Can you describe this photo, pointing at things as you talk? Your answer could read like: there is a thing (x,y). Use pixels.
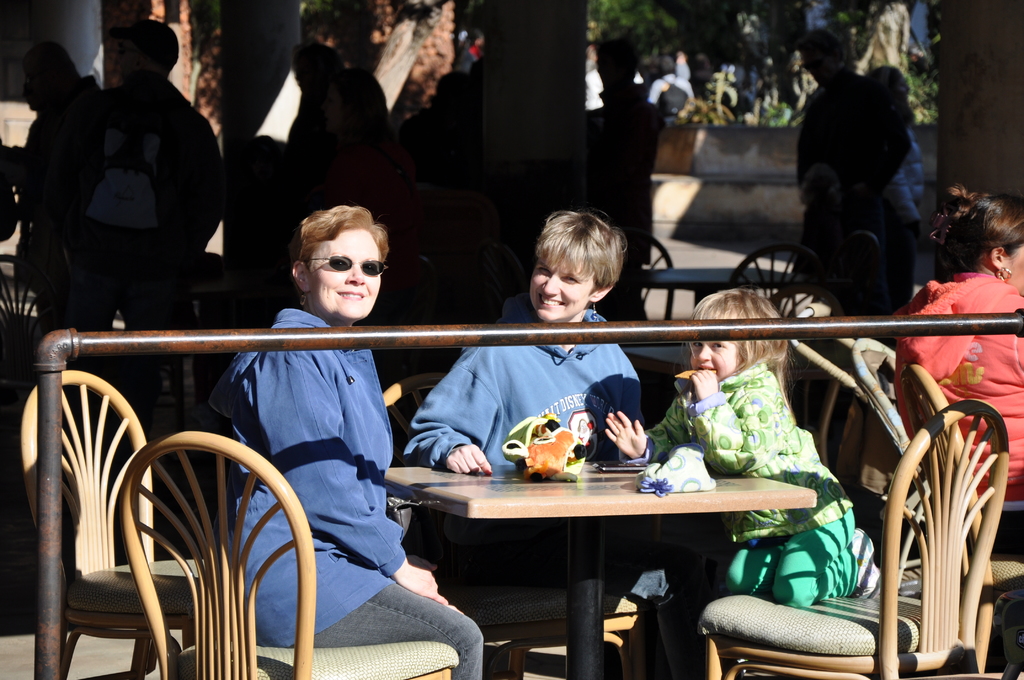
In this image I see 4 persons (589,271) in front (577,416), in which 3 of them are women (1023,413) and one of them is a girl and all of them are sitting on a chair (562,596) and there is a table (576,643) in front (568,626). In the background (77,300) I see lot of people (199,165) and few plants (401,18).
